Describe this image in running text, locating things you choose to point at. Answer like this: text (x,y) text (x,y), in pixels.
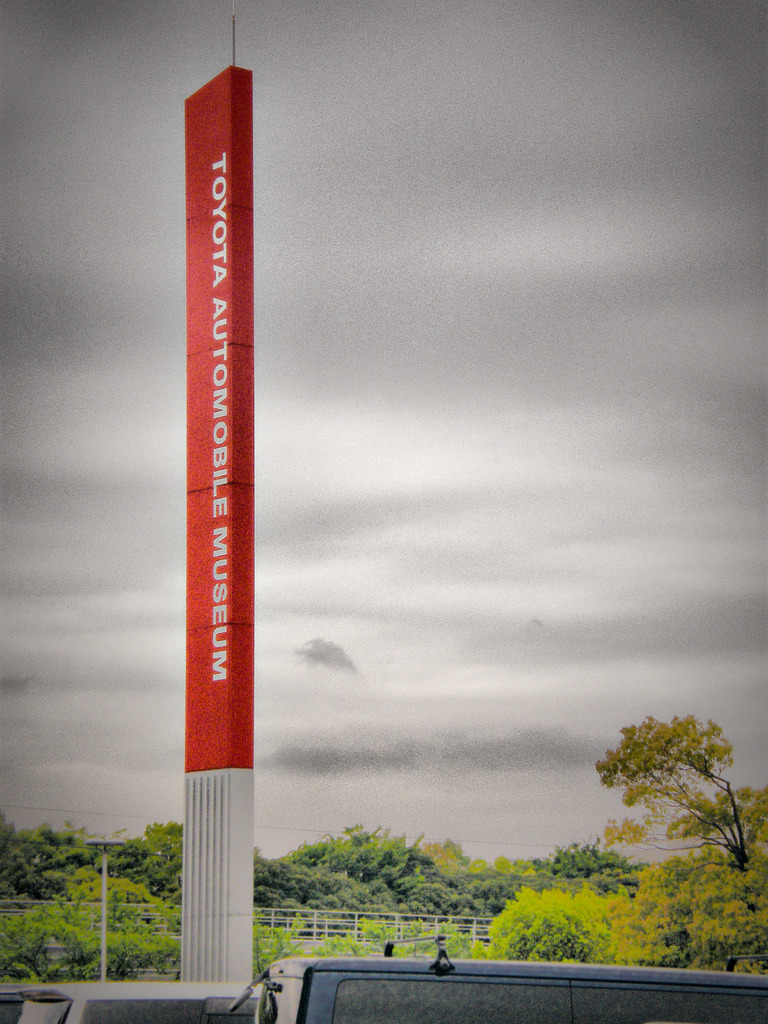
In this image we can see a tower (192,547), on the tower (190,285) we can see the text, there are some trees (520,934), vehicles (335,964) and the fence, in the background (352,273) we can see the sky (351,263) with clouds (360,201).
